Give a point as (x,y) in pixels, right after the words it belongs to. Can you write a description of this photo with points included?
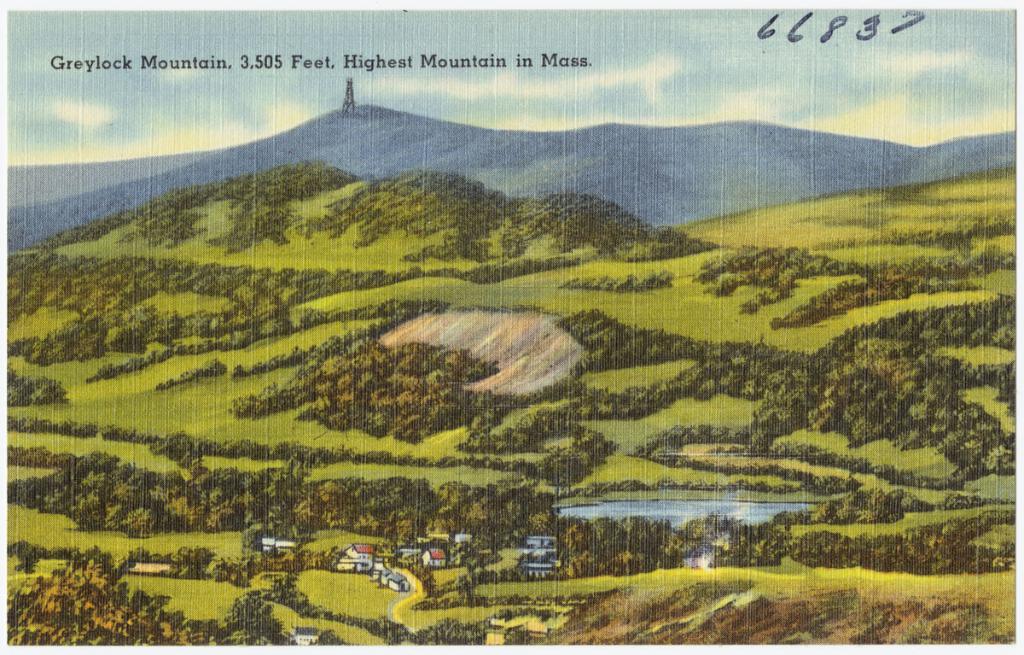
In the picture we can see a painting (101,132), in that we can see a grass surface (982,587) and plants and some houses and we can also see a canal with a water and a sky (497,18) with clouds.
